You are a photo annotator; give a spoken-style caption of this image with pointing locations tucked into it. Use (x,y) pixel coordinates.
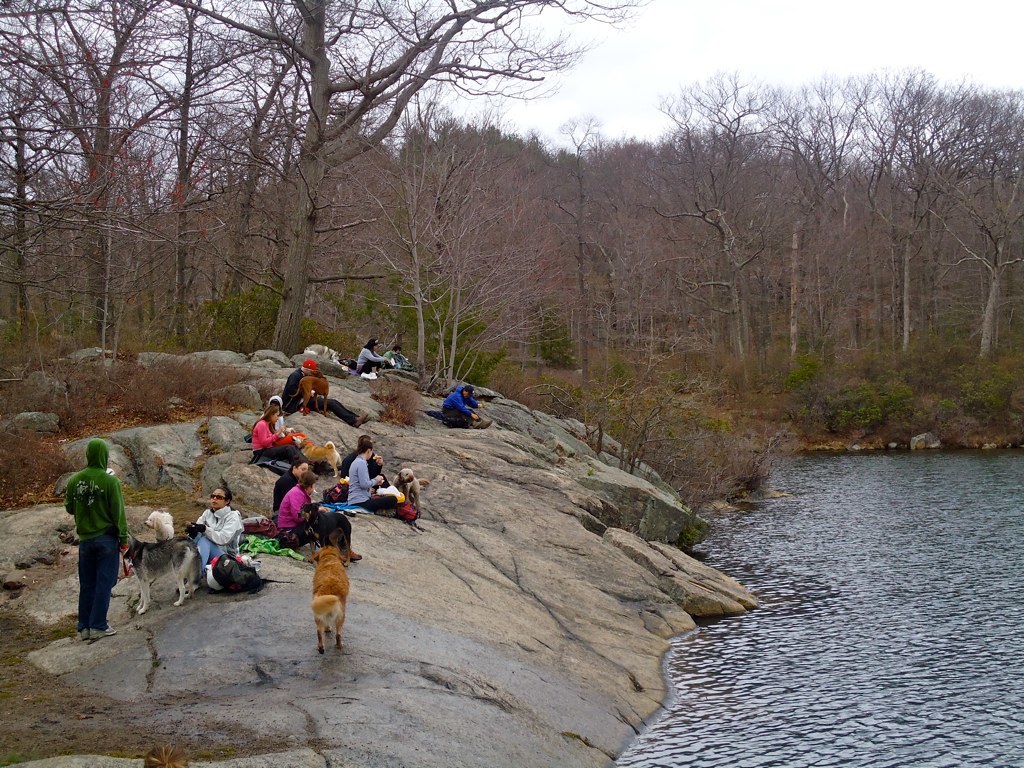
This picture is clicked outside the city. On the right (852,487) there is a water body (819,543). On the left (290,478) we can see the group of persons (308,483) seems to be sitting on the rock (374,574) and there are some animals (330,584) and a person (120,539) standing on the rock (346,672). In the background (512,308) there is a sky (619,53), trees (672,334) and plants (655,398).
